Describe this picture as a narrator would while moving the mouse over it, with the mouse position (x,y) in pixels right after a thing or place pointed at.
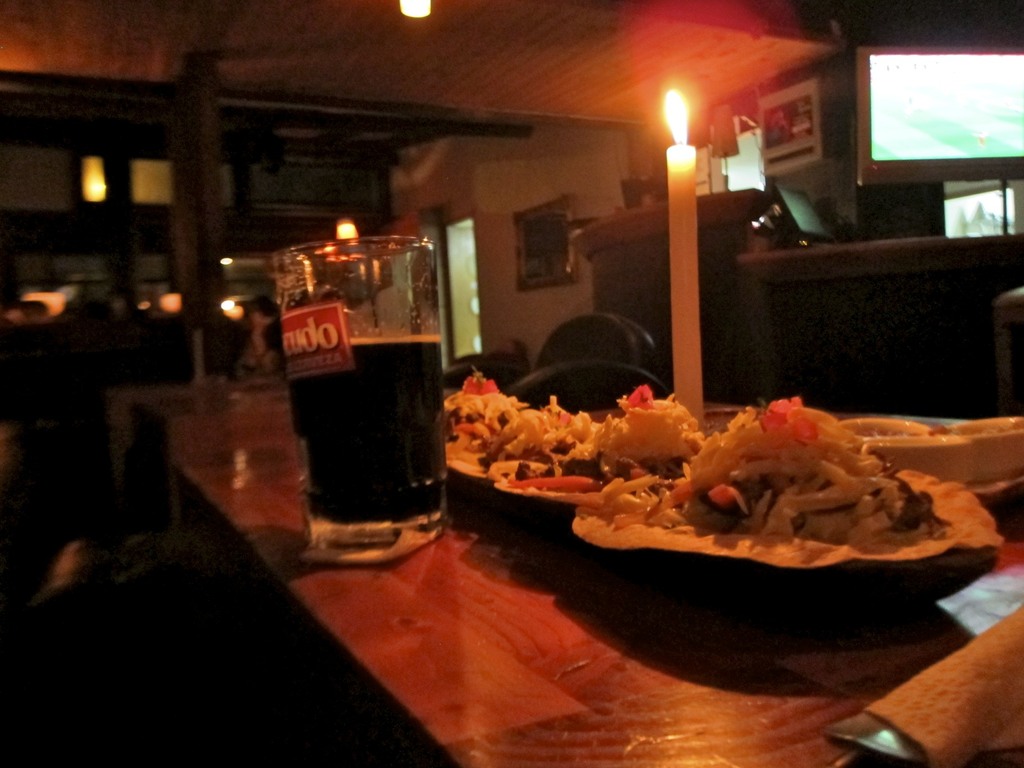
In this image on the table (210,464) there is a cool drink (443,458), candle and a food item (741,546). At the right side of the image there is a TV (1011,110). At the back side (451,185) there are lights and we can see a wall (503,171) with the photo frame (527,224) on it.
